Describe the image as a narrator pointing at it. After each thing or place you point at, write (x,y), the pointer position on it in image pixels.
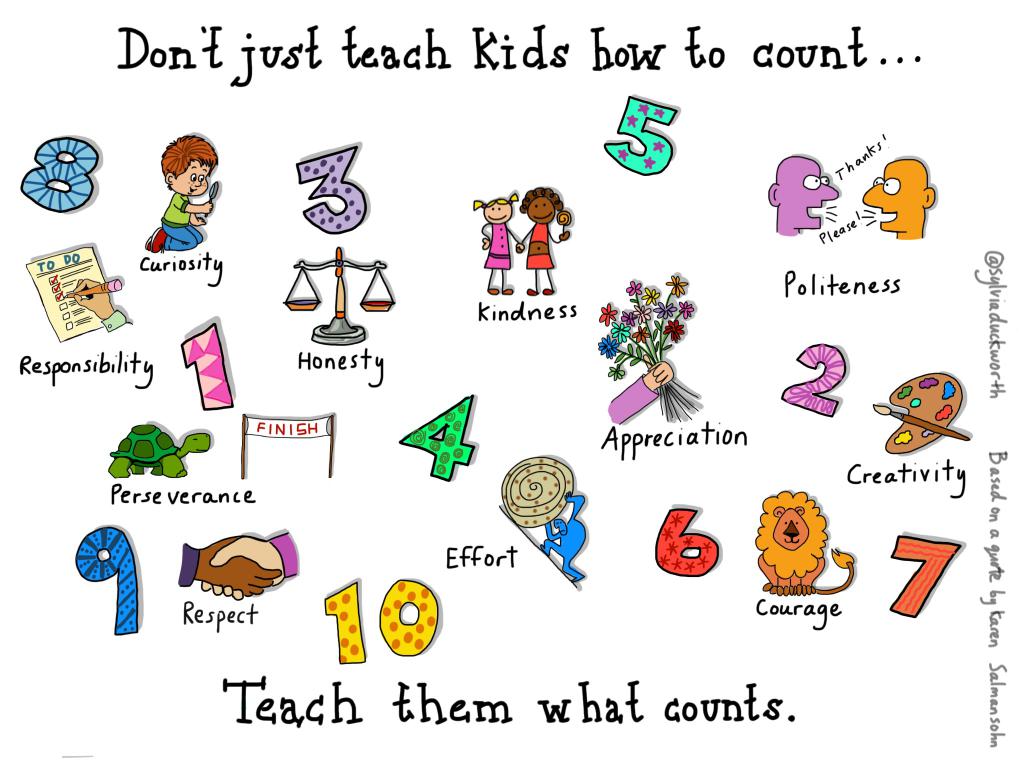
In this picture we can see cartoon pictures (192,154) and numbers (428,433).
